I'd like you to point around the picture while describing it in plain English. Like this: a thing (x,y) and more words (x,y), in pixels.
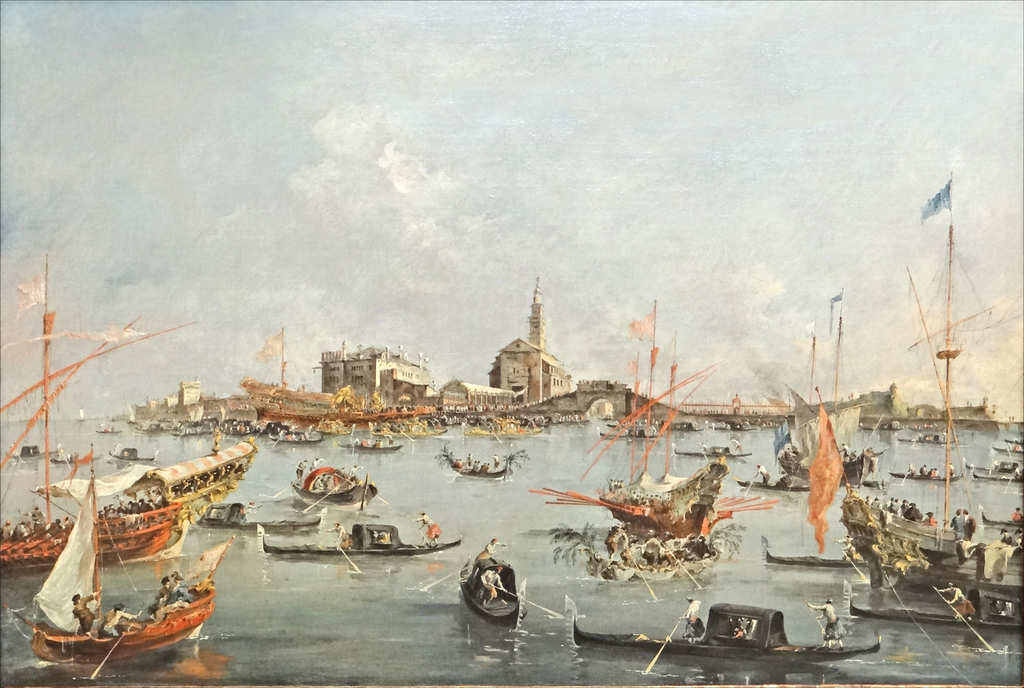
In this image, we can see some art (176,603) of a few boats (113,651) with people (183,592) sailing on the water (468,531). We can also see some buildings (528,372), flags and the sky (382,288).
